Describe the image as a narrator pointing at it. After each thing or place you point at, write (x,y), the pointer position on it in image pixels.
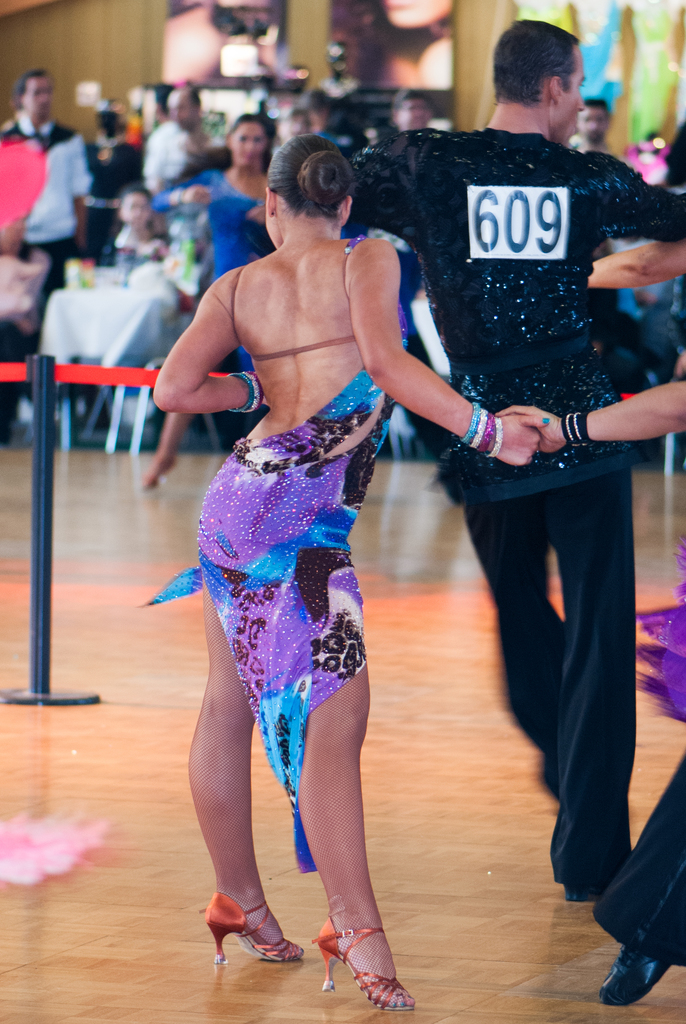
In this image there is a woman (318,450) holding the hand (555,439) of a person (571,432), in front of the woman (350,267) there is another person (456,263), in the background of the image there are a few other people (217,237).
